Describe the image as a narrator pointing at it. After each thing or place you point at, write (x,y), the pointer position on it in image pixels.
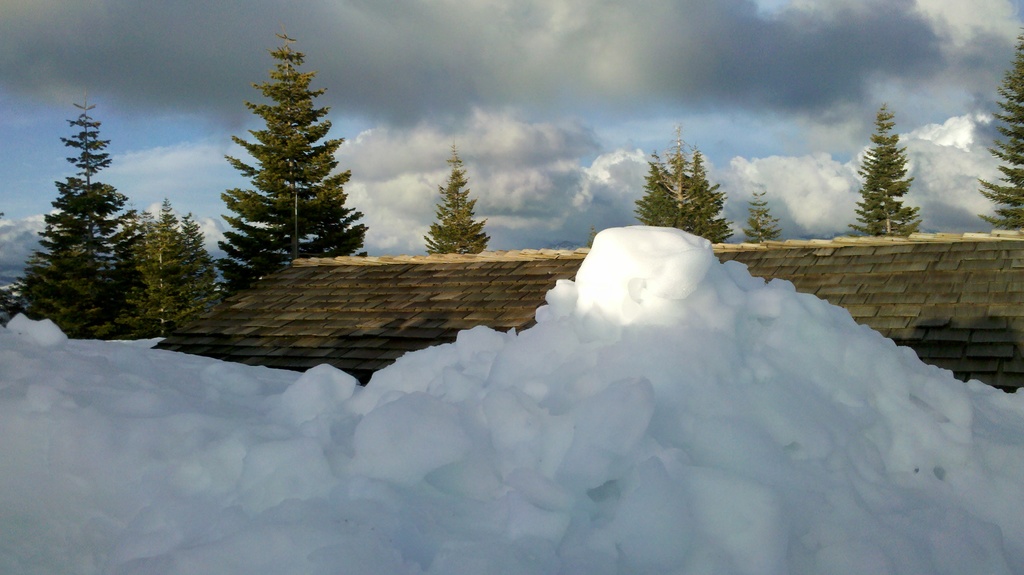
In this image at the bottom (646,423) there is snow (554,420) and in the background (960,295) there is a roof (966,300), trees (1014,209) and at the top of the image (424,90) there is sky (337,109).
